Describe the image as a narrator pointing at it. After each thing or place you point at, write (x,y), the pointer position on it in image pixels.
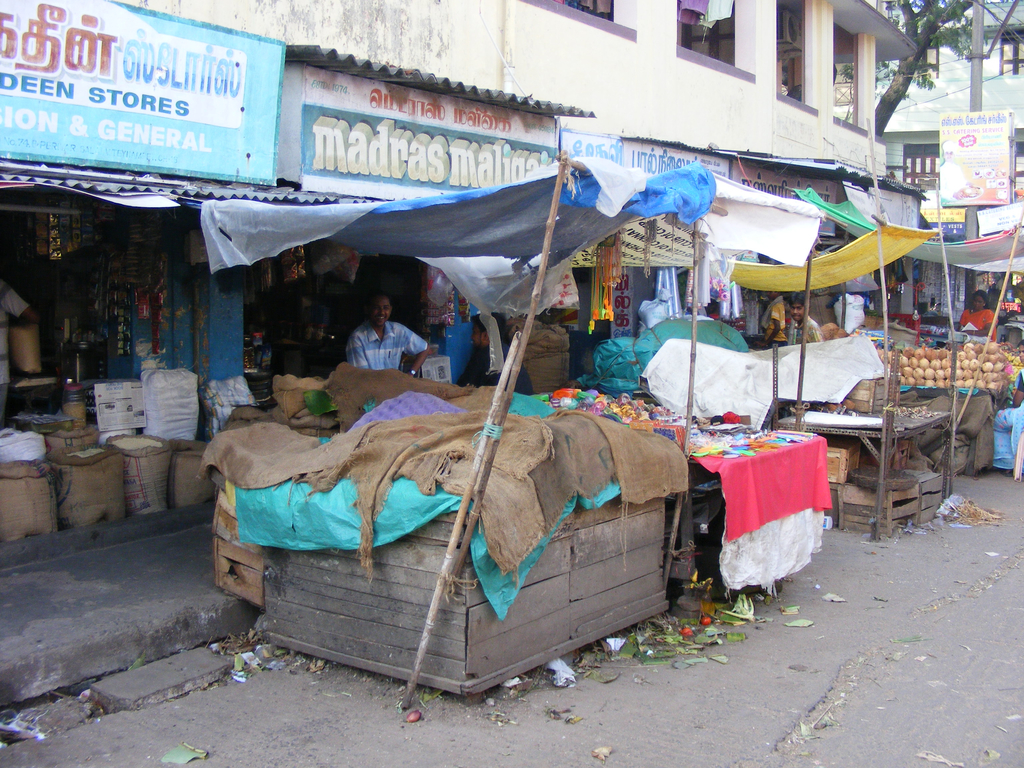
In this image in the center (514,369) there are stalls (629,397) and there are tents (480,232). In the background (656,157) there is a building (990,65) and there are boards (304,124) with some text (365,146) written on it and there are shops (198,317), there is a tree (942,31) and there is a pole (979,71) with banner (962,154) attached on the pole (976,59).
